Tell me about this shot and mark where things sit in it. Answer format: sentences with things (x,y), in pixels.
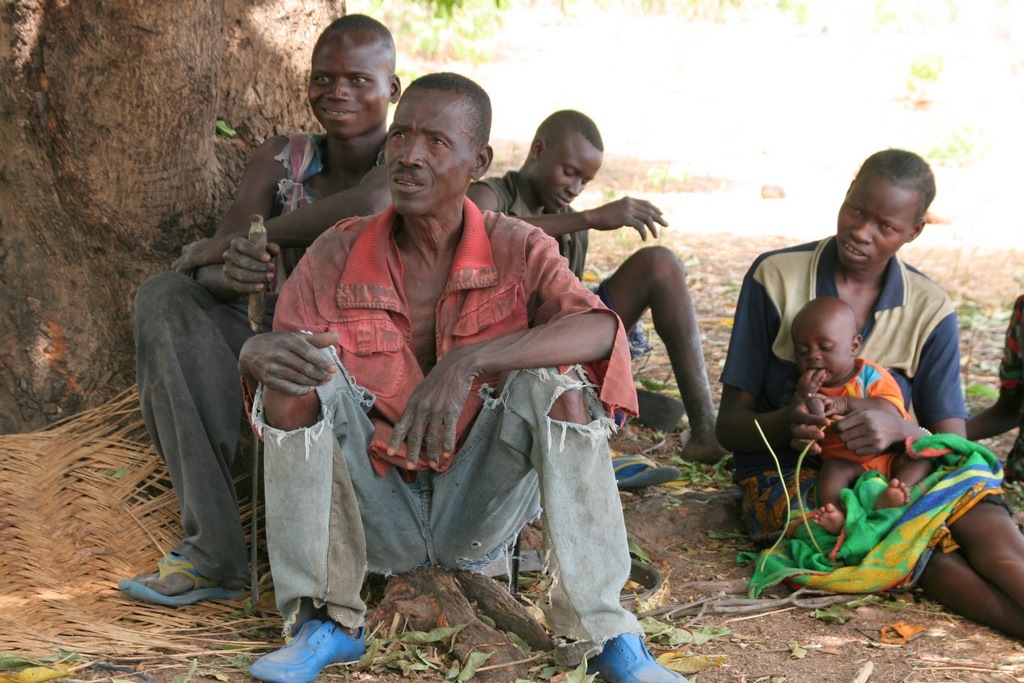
There are four people (514,323) sitting. This person (780,319) is holding a baby (856,454). I think this is a tree trunk (155,118). I can see the leaves (466,669) lying on the ground (697,513).
